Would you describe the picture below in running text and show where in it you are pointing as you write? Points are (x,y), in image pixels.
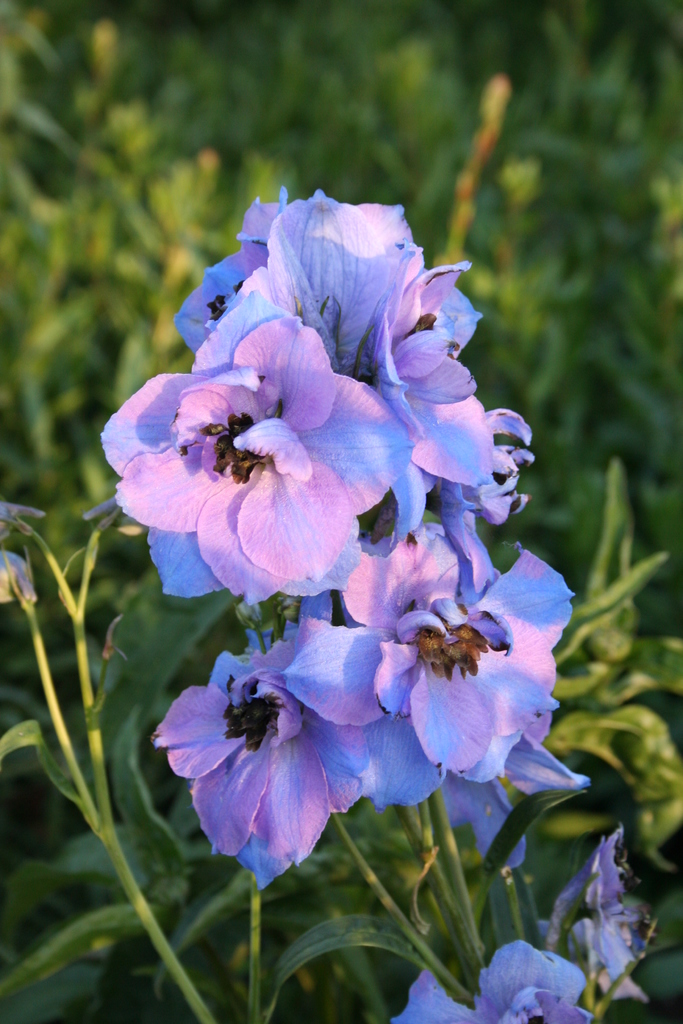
As we can see in the image there are plants (17,249) and flowers (530,594). The background (426,45) is blurred.
